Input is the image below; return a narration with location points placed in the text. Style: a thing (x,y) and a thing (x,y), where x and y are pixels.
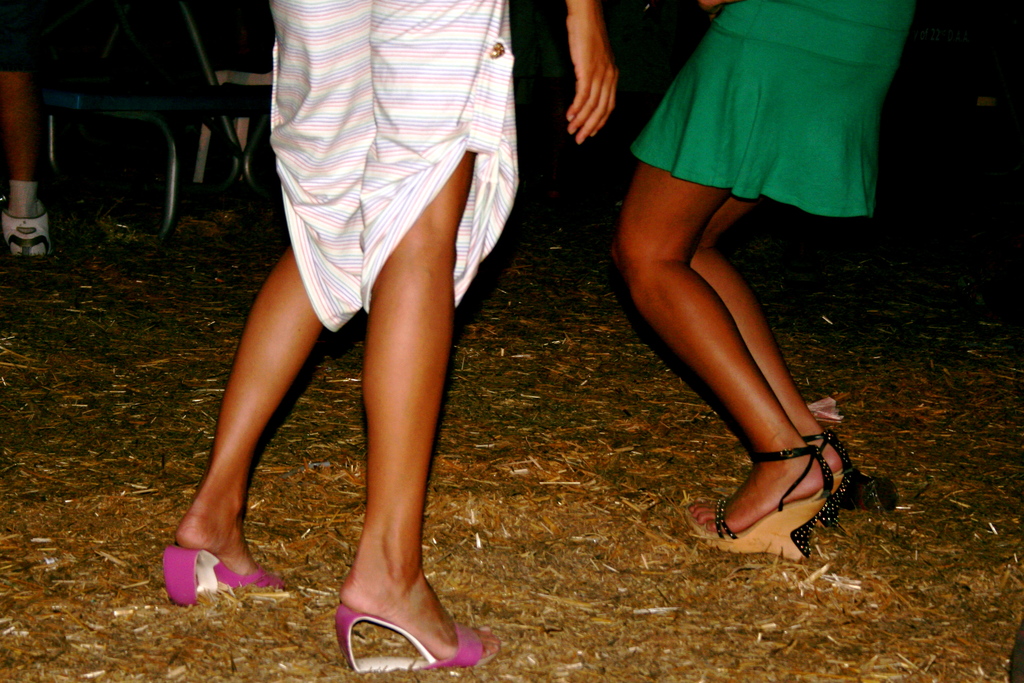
In this image we can see two persons legs (763,368) standing on the ground (258,599). The background of the image (994,161) is dark, where we can see some objects (236,129).
